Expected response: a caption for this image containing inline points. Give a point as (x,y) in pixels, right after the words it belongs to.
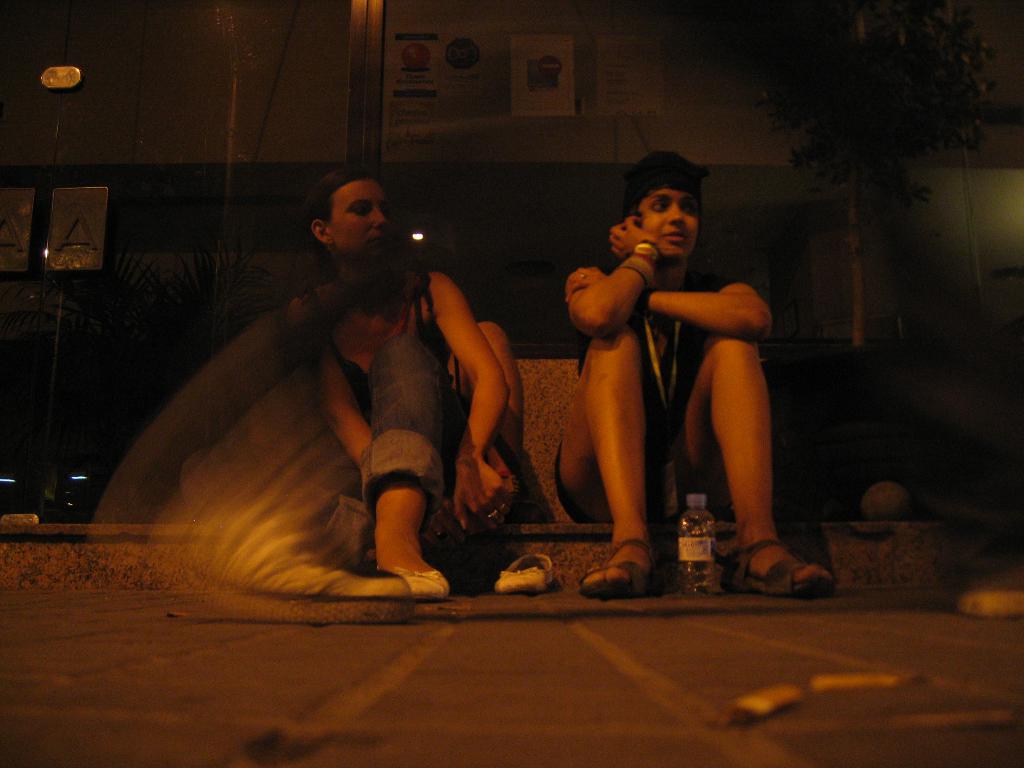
In this image I can see two persons (381,408) are sitting on the ground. I can see a bottle (681,518) and a white colored footwear (540,578) on the ground (514,603). I can see a building (485,57), few trees (126,319) and few other objects (0,208) in the background (98,219).
